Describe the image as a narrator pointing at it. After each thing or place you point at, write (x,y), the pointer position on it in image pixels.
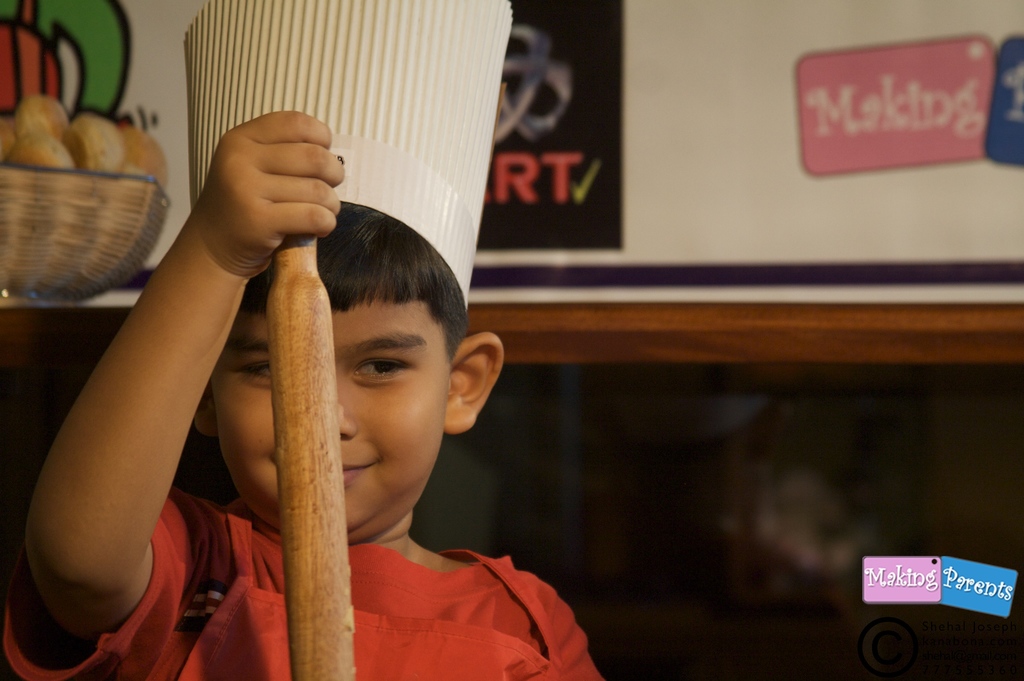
In the image there is a boy (238,576) with red t-shirt (178,590) is holding the wooden roll (302,539) in his hand (274,245). On his head (260,293) there is a white color cap (388,149). Behind him there is a poster (183,202) with few images (116,78) on it. And there is a black color object (710,565) to the wall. In the bottom right corner of the image (946,651) there is a logo (908,651).
